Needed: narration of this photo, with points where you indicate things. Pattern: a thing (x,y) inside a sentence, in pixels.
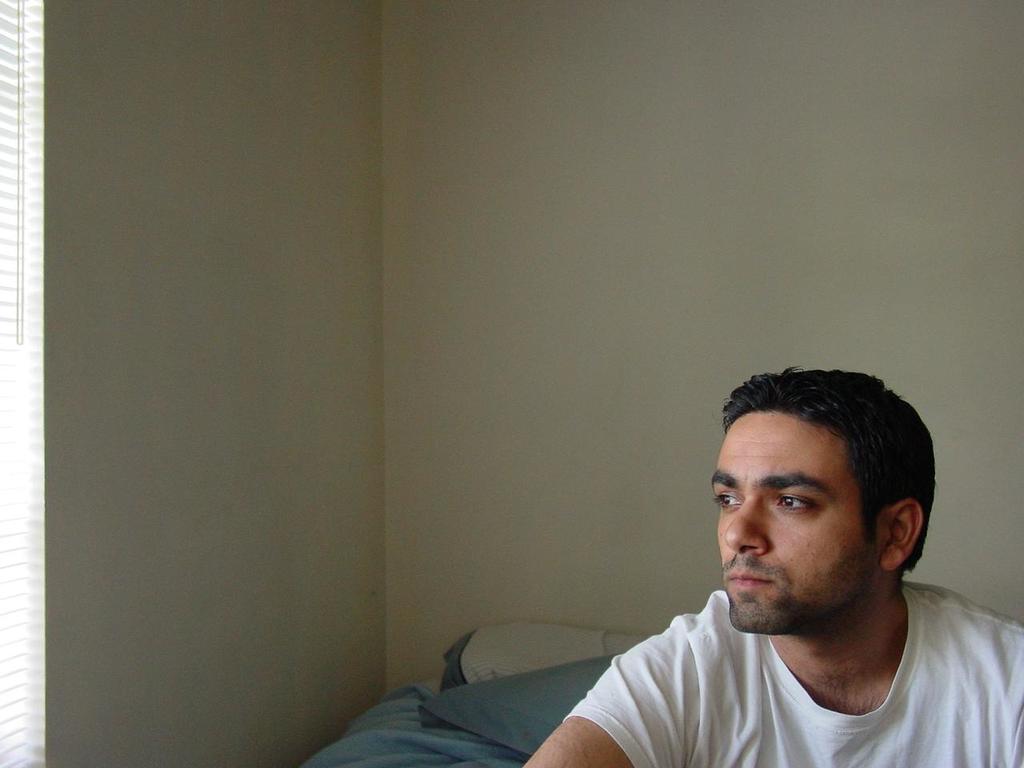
In this image on the right side (830,604), I can see a person (777,685). In the background (471,306), I can see the wall (429,327).
